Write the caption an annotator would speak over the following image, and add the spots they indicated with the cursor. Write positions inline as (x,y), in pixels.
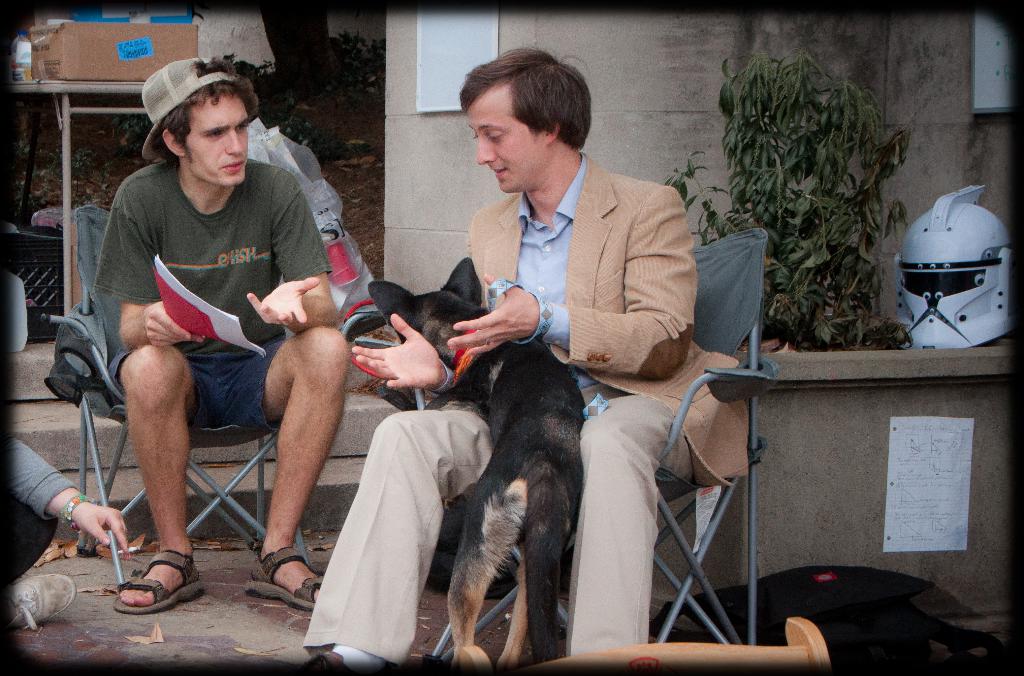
In the middle of the image (668,377) there is a man (694,301) with brown jacket (585,257), blue shirt (548,277) is sitting on the chair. In front of him there is a black dog (520,417). Beside him to the left side (138,273) there is another man (138,268) with a cap (149,106) on his head (163,96) and green t-shirt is sitting on the chair (100,480). Behind him there is a table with a few items (78,35) on it. And at the bottom left of the image (57,580) on the floor (60,618) there is a person (49,613). And at the right corner of the image (823,316) there is a pillar (888,444) with plant (811,299) and on the floor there is a bag (872,587). Behind them there is a wall (718,127).
